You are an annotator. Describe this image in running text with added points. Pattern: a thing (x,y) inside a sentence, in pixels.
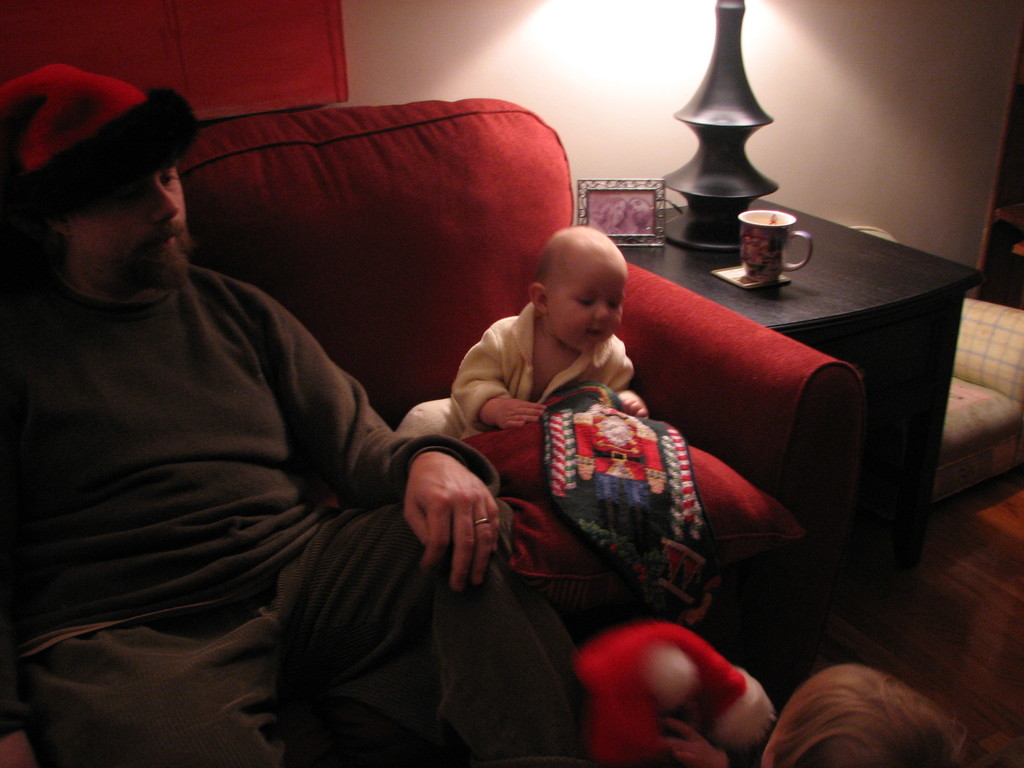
In the image there is man (210,381) with a baby (535,356) sitting on a sofa (840,459) to the left side (112,382). On the right side of them there is table (835,316) with coffee mug (741,235) and a lamp (704,115) and a photo frame (661,228). Beside the table (943,327) there is mini sofa (992,383).
